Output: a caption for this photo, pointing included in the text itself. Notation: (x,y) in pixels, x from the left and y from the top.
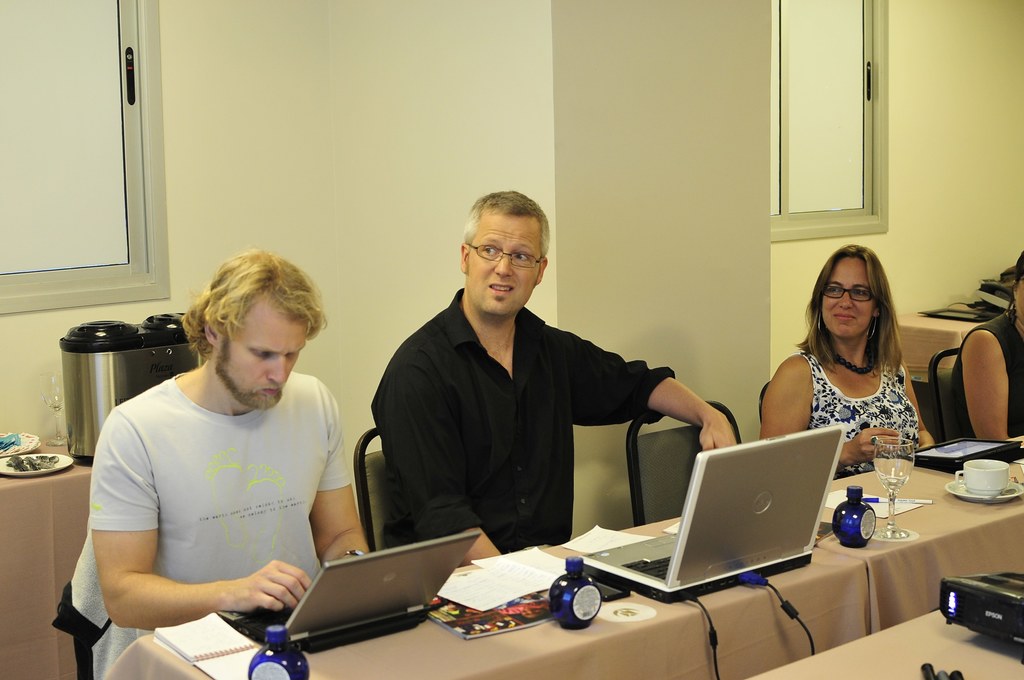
This is an inside view of a room (699,384). Here I can see two men (502,443) and two women (805,428) are sitting on the chairs (655,457) in front of the table (949,540) which is covered with a cloth (675,667). On the table (453,635) I can see two laptops (353,615), papers (475,582), glass (891,503), cups (969,484) and some other objects (882,500). The man (234,449) who is on the left side (236,514) is looking into the laptop (358,610) and others (499,380) looking at the left side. In the bottom right (899,643) there is another table (905,650) on which a device (976,629) is placed. In the background (798,261) there are two windows (805,84) to the wall (243,117). On the left side (43,539) there is a table (46,531) on which saucers (22,456), a glass (55,401) and a vessel (117,383) are placed.
